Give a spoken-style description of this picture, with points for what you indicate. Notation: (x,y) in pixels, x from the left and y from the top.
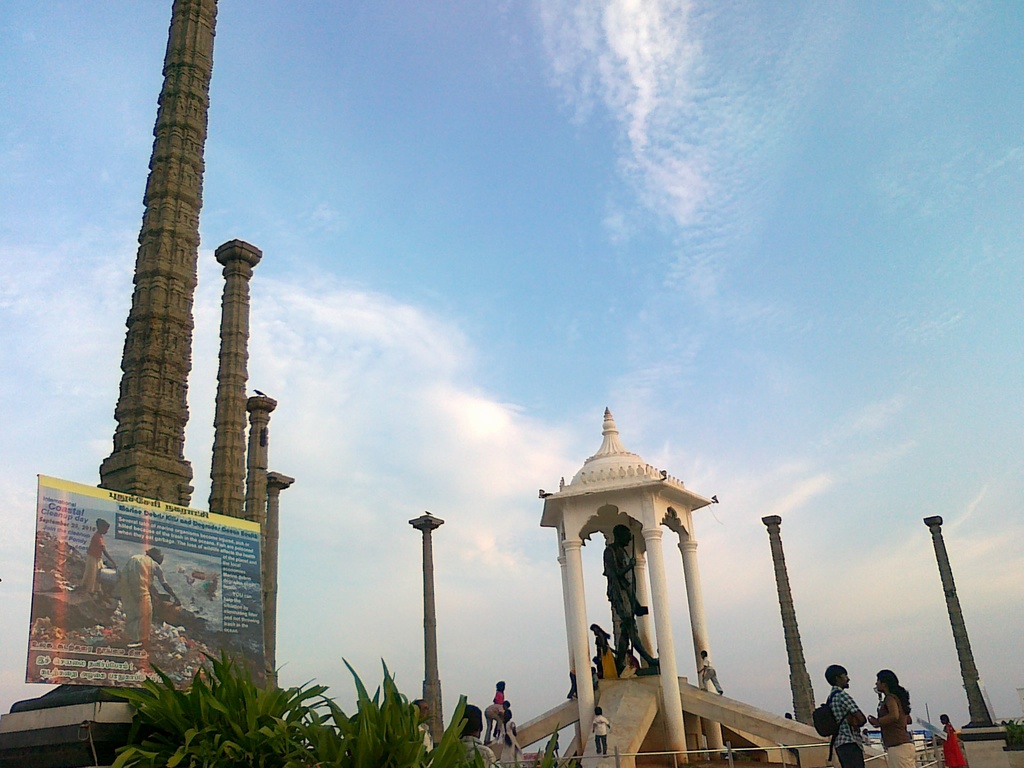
In this image there is the sky (493,253) towards the top of the image (523,211), there are clouds (699,113) in the sky (626,170), there is a sculpture (633,596) of a man (623,576), he is holding a stick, there are pillars (646,585), there are a group of persons (501,712), there is a man (844,728) standing towards the bottom of the image (849,703), he is wearing a bag (832,725), there is a woman (891,693) standing towards the bottom of the image (890,698), she is holding an object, there is a board (160,601), there is text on the board (110,591), there are plants (252,725) towards the bottom of the image (281,725).
